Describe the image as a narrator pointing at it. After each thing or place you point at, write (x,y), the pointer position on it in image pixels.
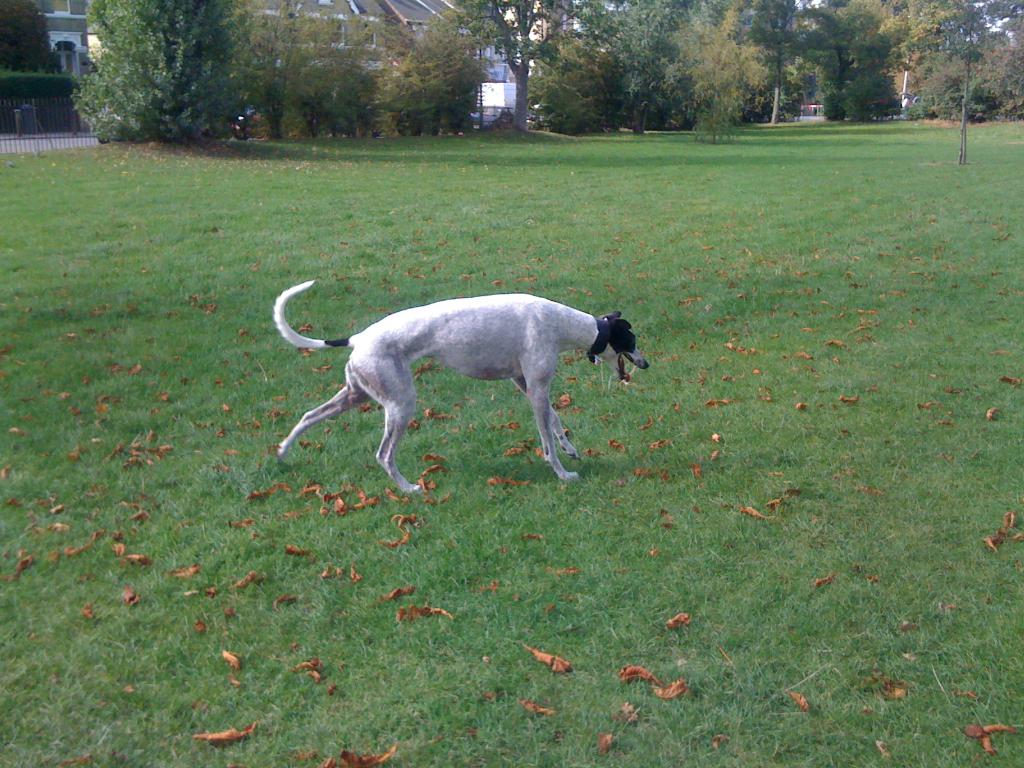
Here I can see a dog (501,344) on the ground (478,648). At the bottom (487,616) I can see the grass (755,611). In the background (422,56) there are many trees (422,56) and buildings (377,11).
